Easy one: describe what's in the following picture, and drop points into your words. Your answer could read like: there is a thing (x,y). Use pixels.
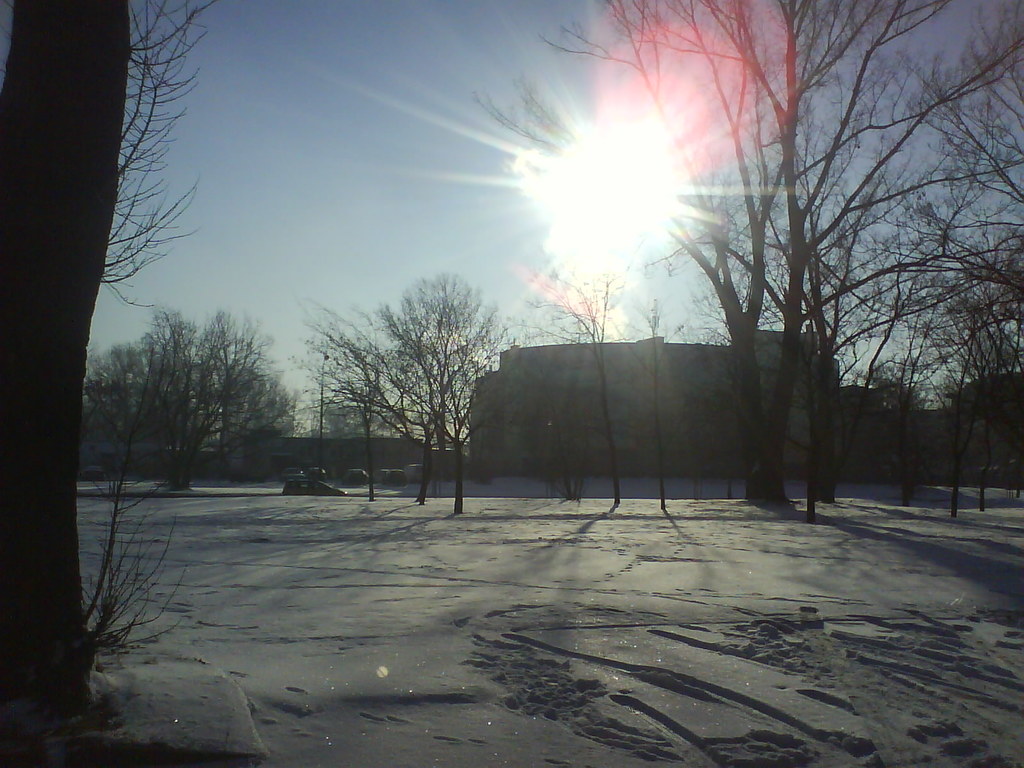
In this image we can see trees (757,409). In the back (544,407) there is a building (493,416). In the background (321,177) there is sky (268,126) with sun (583,207).
